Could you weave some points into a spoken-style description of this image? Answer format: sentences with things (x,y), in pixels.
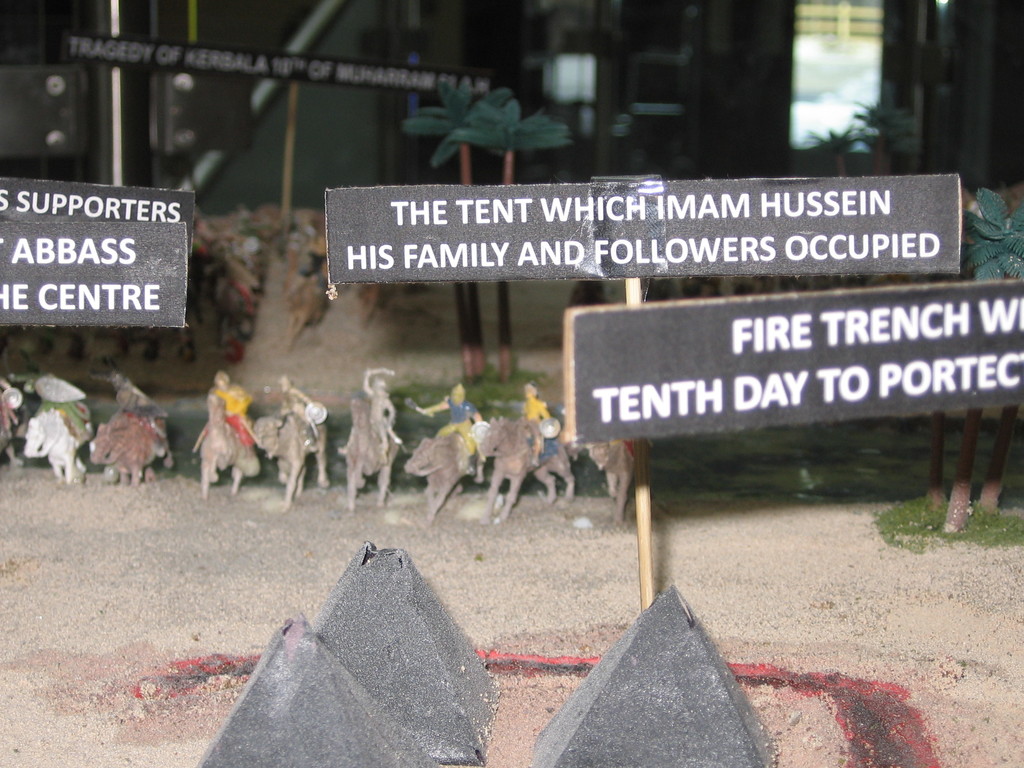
In this picture we can see boards (629,387), toys (463,398), trees (453,138), pyramids (667,619), soil (858,601), grass (908,516), door (803,87), wall (349,111) are present.
